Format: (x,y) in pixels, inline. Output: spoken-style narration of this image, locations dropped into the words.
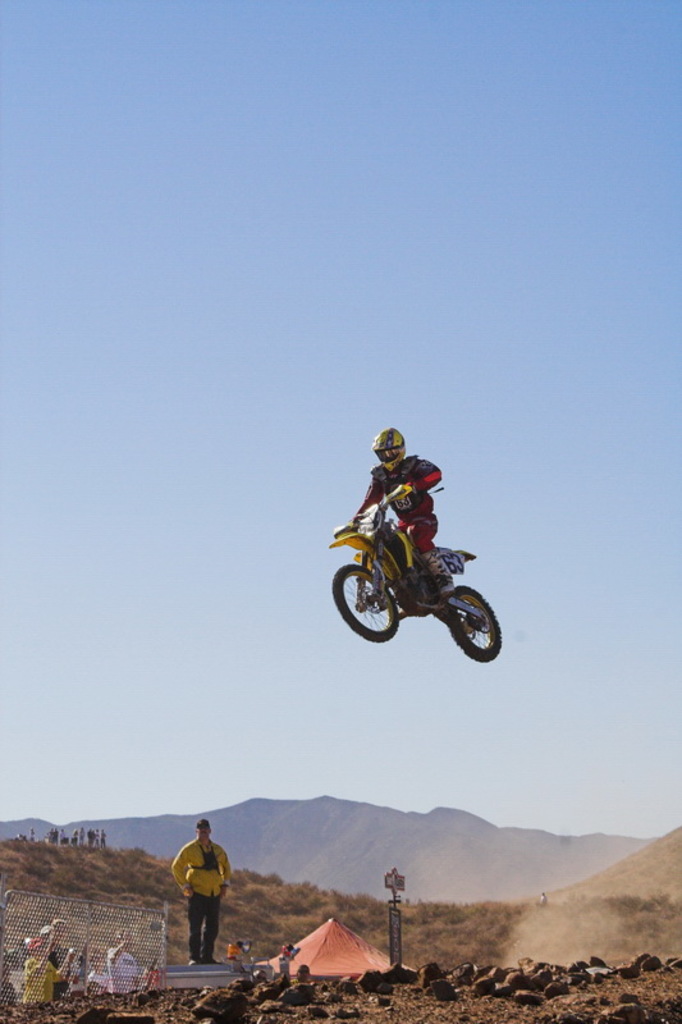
In the picture we can see a man (425,569) doing stunts on the bike (410,580) with helmet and he is in air (313,388) and one man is standing on the ground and we can find some rocks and tent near it. In the background (59,337) we can see a hills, sky (337,251) and plants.
